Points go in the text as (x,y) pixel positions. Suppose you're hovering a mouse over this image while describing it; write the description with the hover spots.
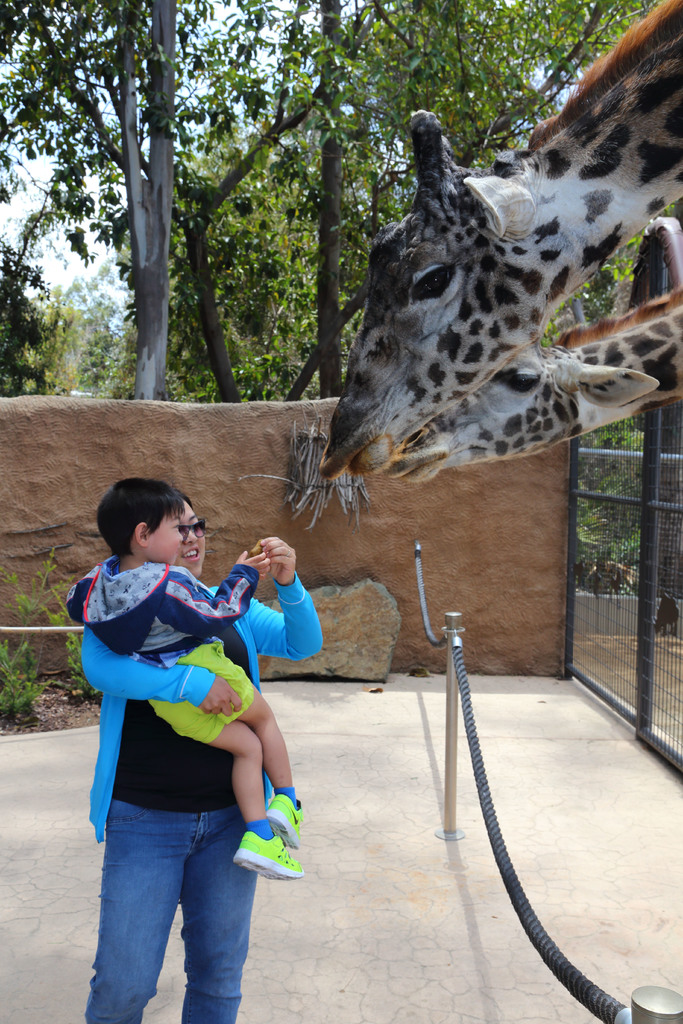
This image consists of two giraffes (512,434). To the left (166,725), there is a woman (167,774) wearing blue jacket (96,785) and holding a kid (239,802). At the bottom (408,934), there is a floor (357,962). To the right (645,1004), there is a fencing (646,1014) with the rope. In the background (260,348), there is a wall (464,600) along with the trees (225,296).
